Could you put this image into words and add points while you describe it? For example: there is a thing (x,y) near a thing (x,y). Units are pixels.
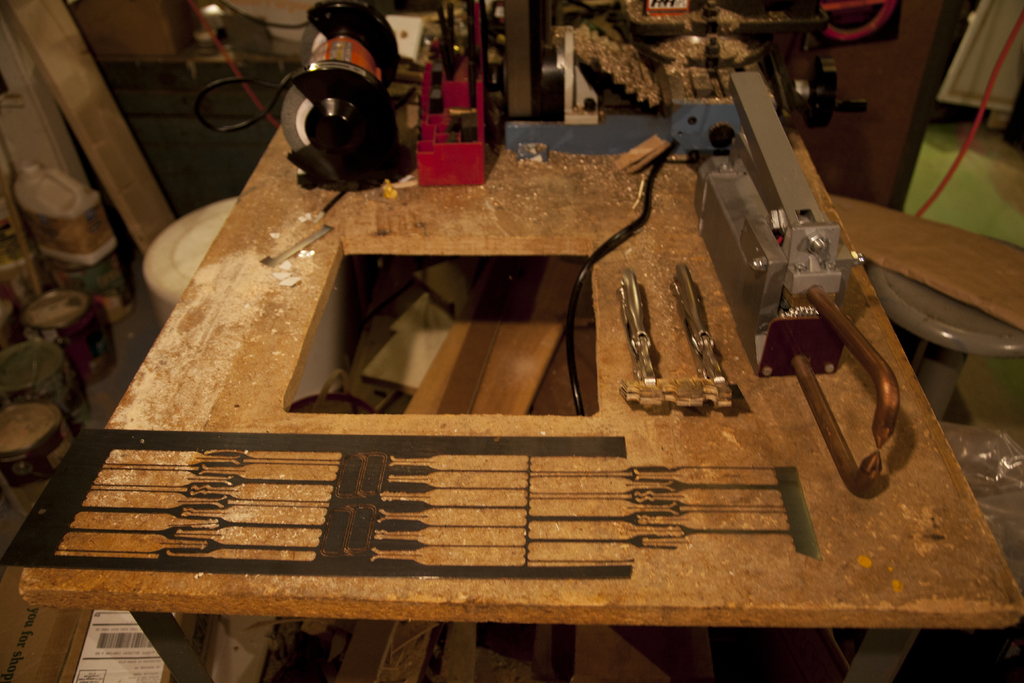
In this image there is a table (407,599) having few machines (706,25) on it. Left side of image (143,205) there are few cans (17,363) and wooden plank (121,196) are on the floor (975,397). Right side (920,321) there is a stool (939,351) having a wooden plank (946,269) on it. Bottom of image (72,638) there is a card board box (56,639) on the floor (104,397).
